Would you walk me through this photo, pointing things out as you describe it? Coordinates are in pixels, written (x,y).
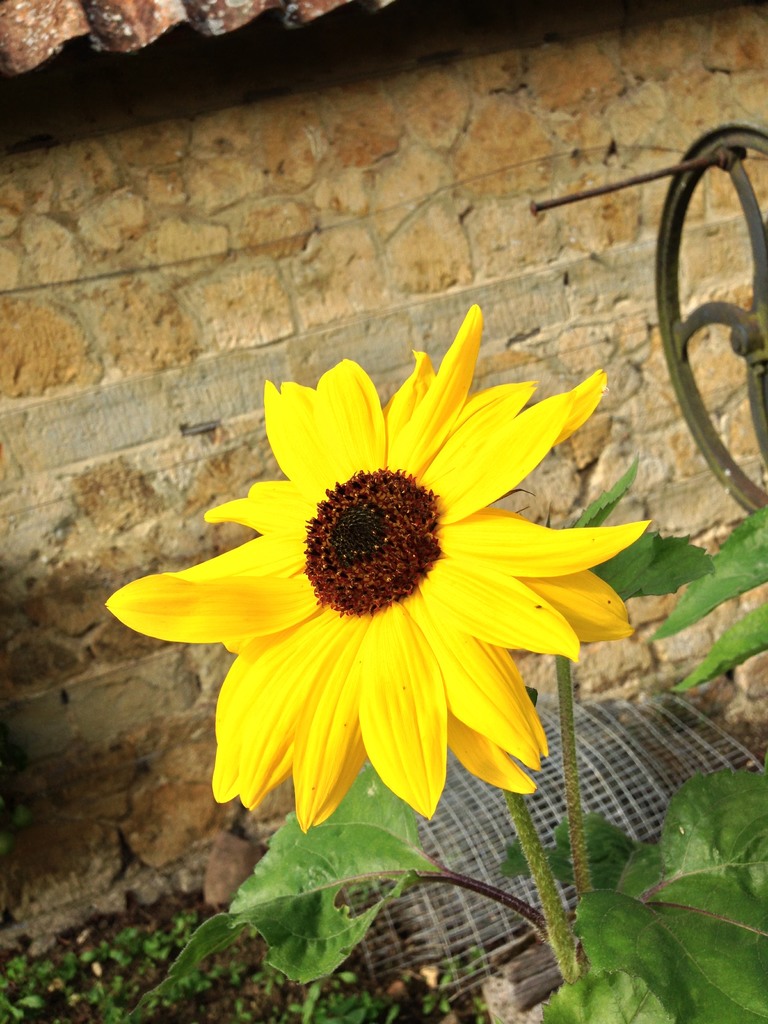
In the foreground of this image (332,648), there is a yellow flower (431,634) to the plant (590,872). In the background (543,818) there are plants (339,996), metal mesh (441,930), wall (376,284) of the hut (240,210). On the right (761,289), there is a metal wheel (689,390).
